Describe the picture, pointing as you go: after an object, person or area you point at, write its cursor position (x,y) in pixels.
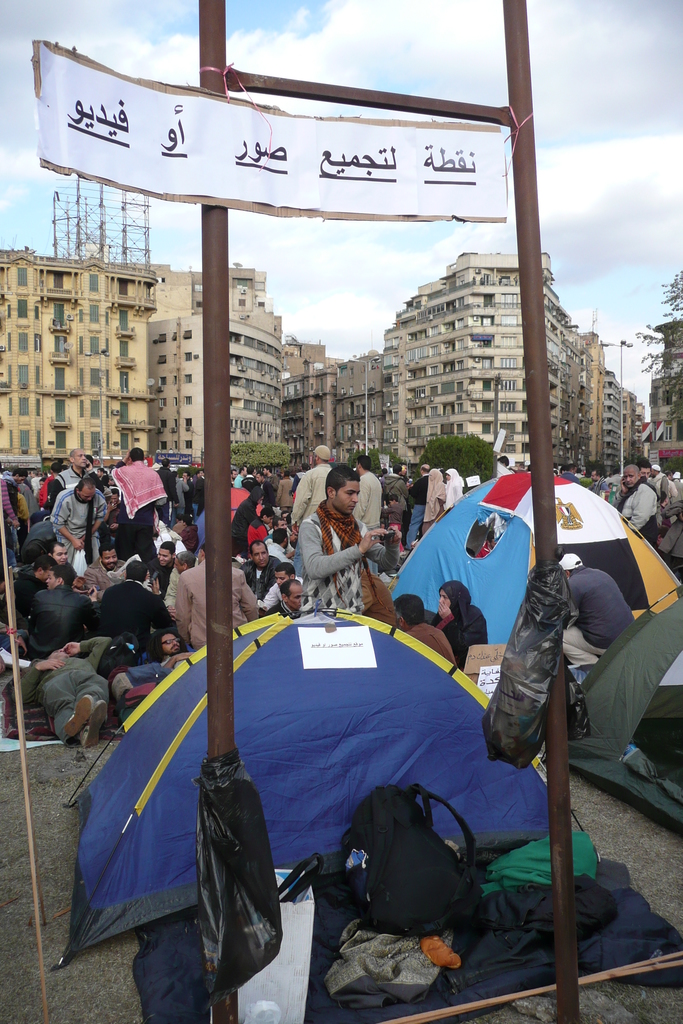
In this picture we can see a group of people (264,555), tents (614,659), bags (252,954), clothes (541,868) on the ground (613,825), poles (537,381), buildings (309,399), trees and some objects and in the background (471,50) we can see the sky (361,74).
